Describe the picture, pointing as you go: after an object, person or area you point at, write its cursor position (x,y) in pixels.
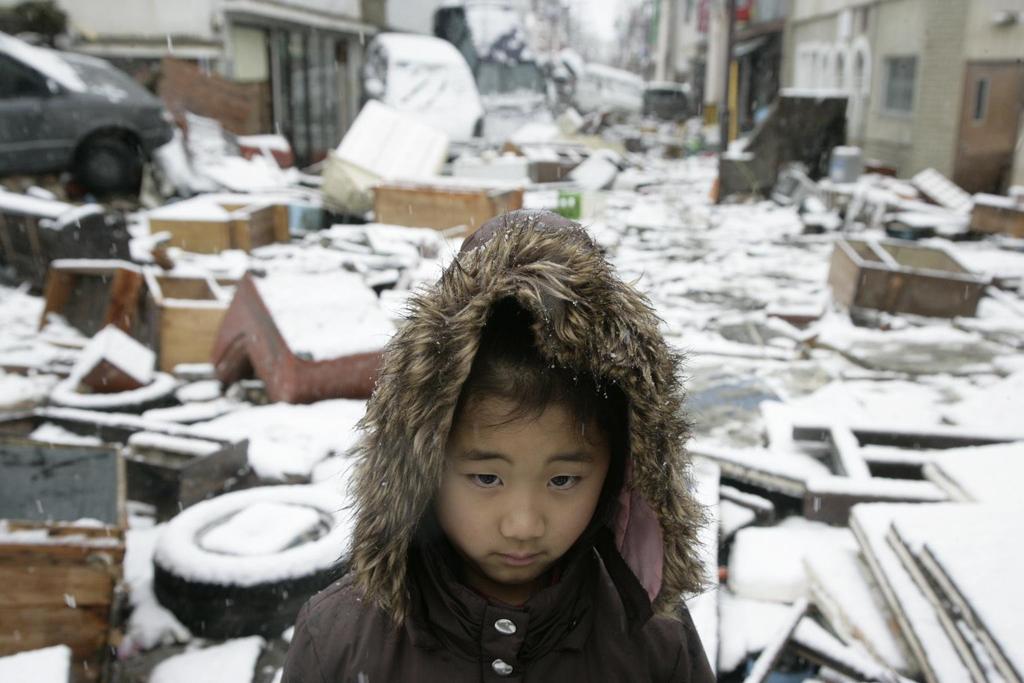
In this image, we can see a person (598,451). We can see the ground (730,280) with some objects (180,147) and vehicles (417,73). We can also see some buildings (922,75). We can also see some snow (838,386).
